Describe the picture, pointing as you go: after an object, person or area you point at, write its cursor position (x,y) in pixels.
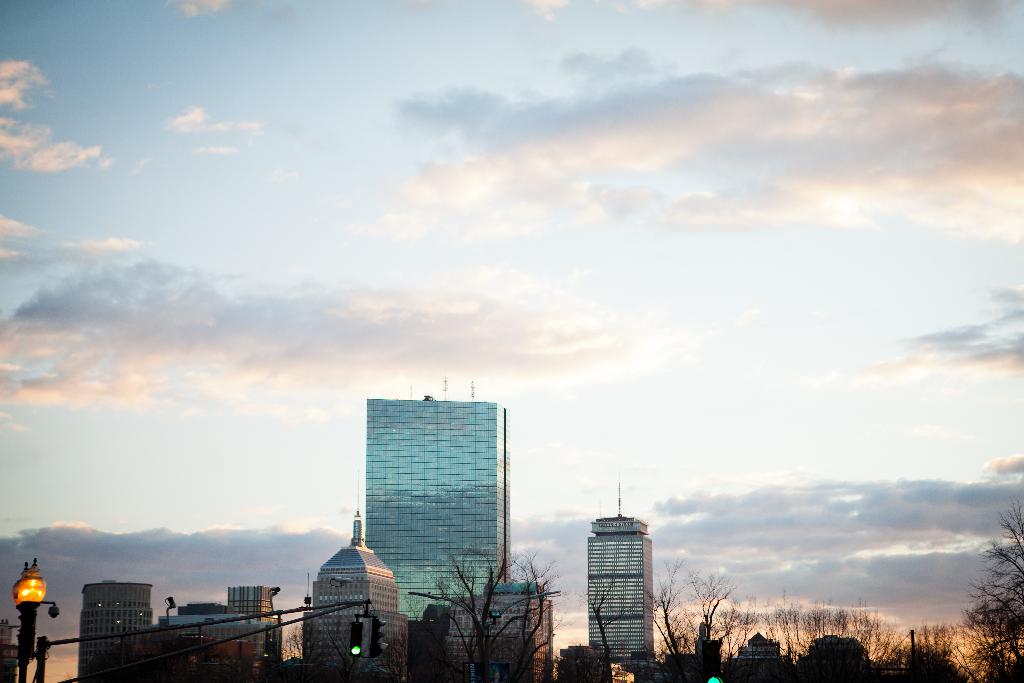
At the bottom of the picture (342,617) there are trees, buildings (10,645), pole (50,645) and street light (32,604). At the top (515,192) it is sky (540,426).
